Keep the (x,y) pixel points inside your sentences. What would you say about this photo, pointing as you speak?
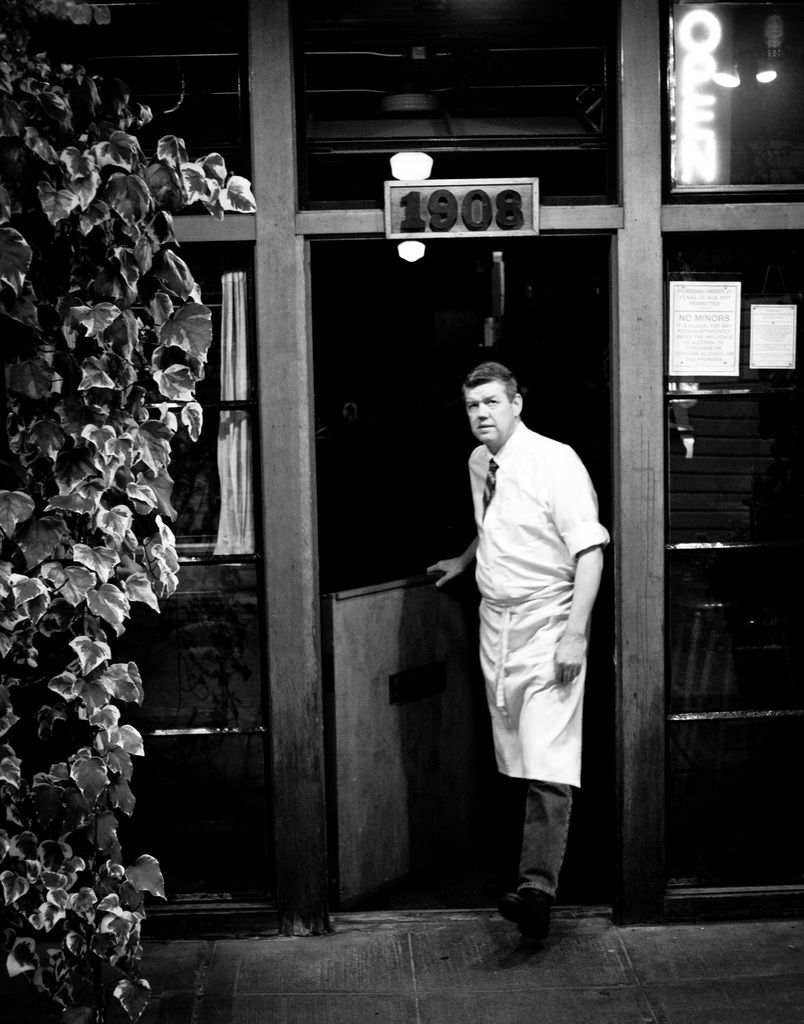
This is a black and white picture. The man (530,483) in the white shirt (533,541) is standing beside the door (399,812). Beside him, we see a wall (700,479) on which posters (714,344) are pasted. We even see a window (211,445). On the left corner of the picture (138,558), we see a tree (106,390).
